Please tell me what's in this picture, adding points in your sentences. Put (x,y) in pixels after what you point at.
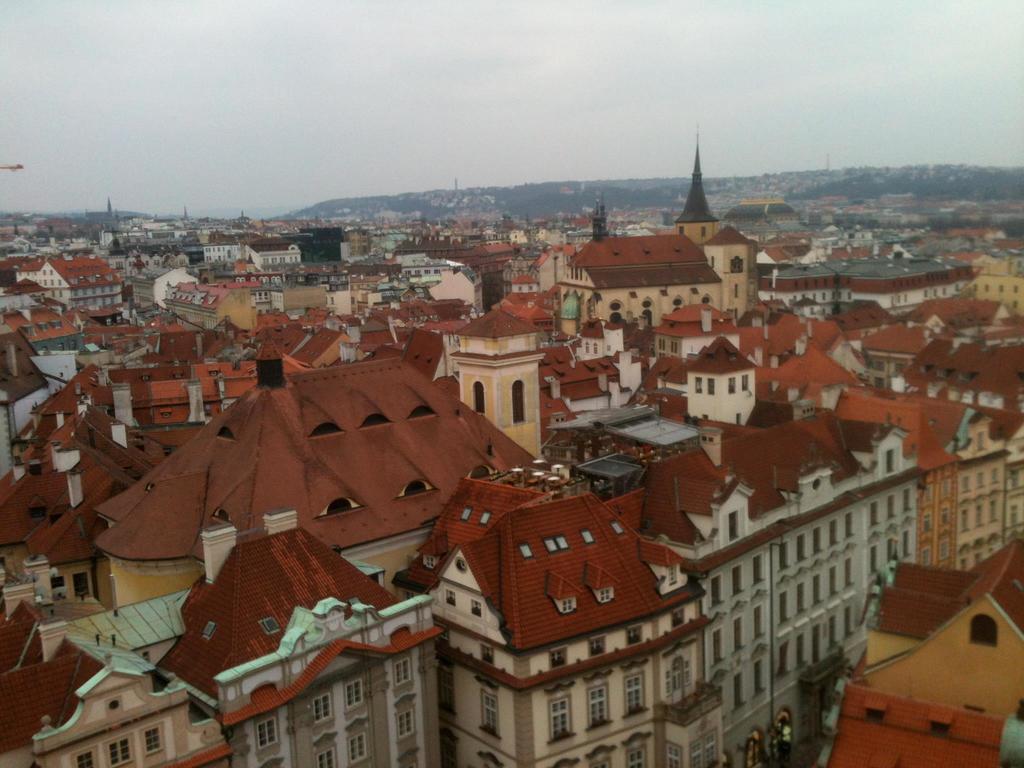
This image consists of houses (453,402), buildings (495,365), towers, trees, windows (733,266), mountains (338,203) and the sky (392,162). This image is taken may be from the top view.
